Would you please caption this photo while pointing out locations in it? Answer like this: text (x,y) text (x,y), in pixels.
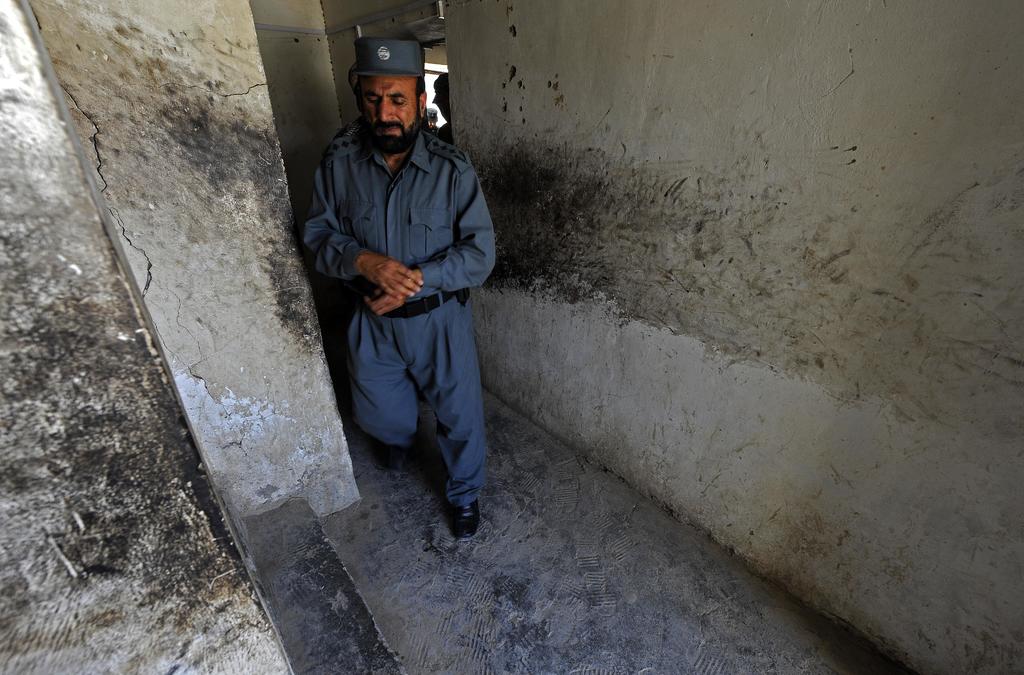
This is an inside view. Here I can see a man (424,344) wearing blue color uniform (411,240), cap (387,66) on the head (383,130) and walking on the floor (393,551). At the back of this man (397,96) I can see some more people (441,101). On the both sides I can see the walls (85,439).
